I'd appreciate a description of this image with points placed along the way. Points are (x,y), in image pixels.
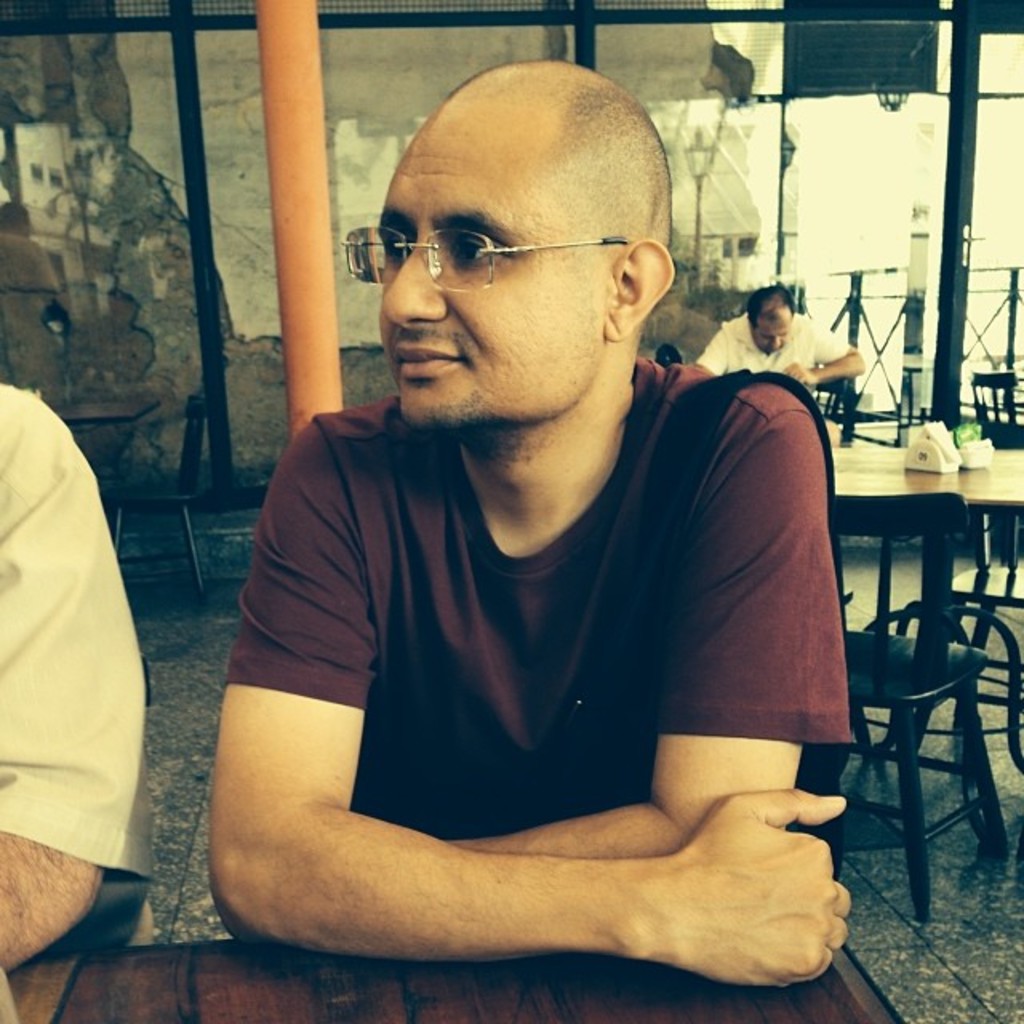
In this image we can see a person (501,487) wearing specs (443,265). He is sitting. In front of him there is a table (300,966). In the back (838,465) there is table (838,465). There are chairs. Also there is a pillar (325,253). In the background (418,84) there is wall (405,91).
